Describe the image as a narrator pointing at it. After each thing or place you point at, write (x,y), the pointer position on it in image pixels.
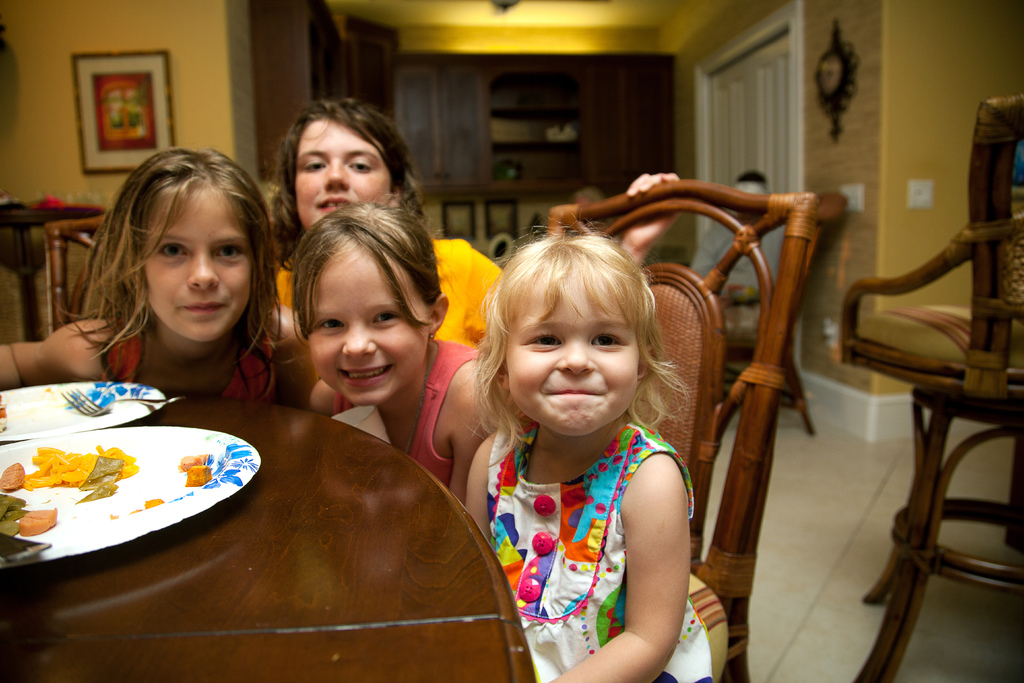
In this picture there are few girls (457,340) sitting on the chair (712,352) and looking to the camera in front of them there is a table (292,559) on the table (199,532) we have some plate (158,473) we can see the shelves (512,120) and then some clock (830,86) to the wall (859,106) and photo frames (117,107).
